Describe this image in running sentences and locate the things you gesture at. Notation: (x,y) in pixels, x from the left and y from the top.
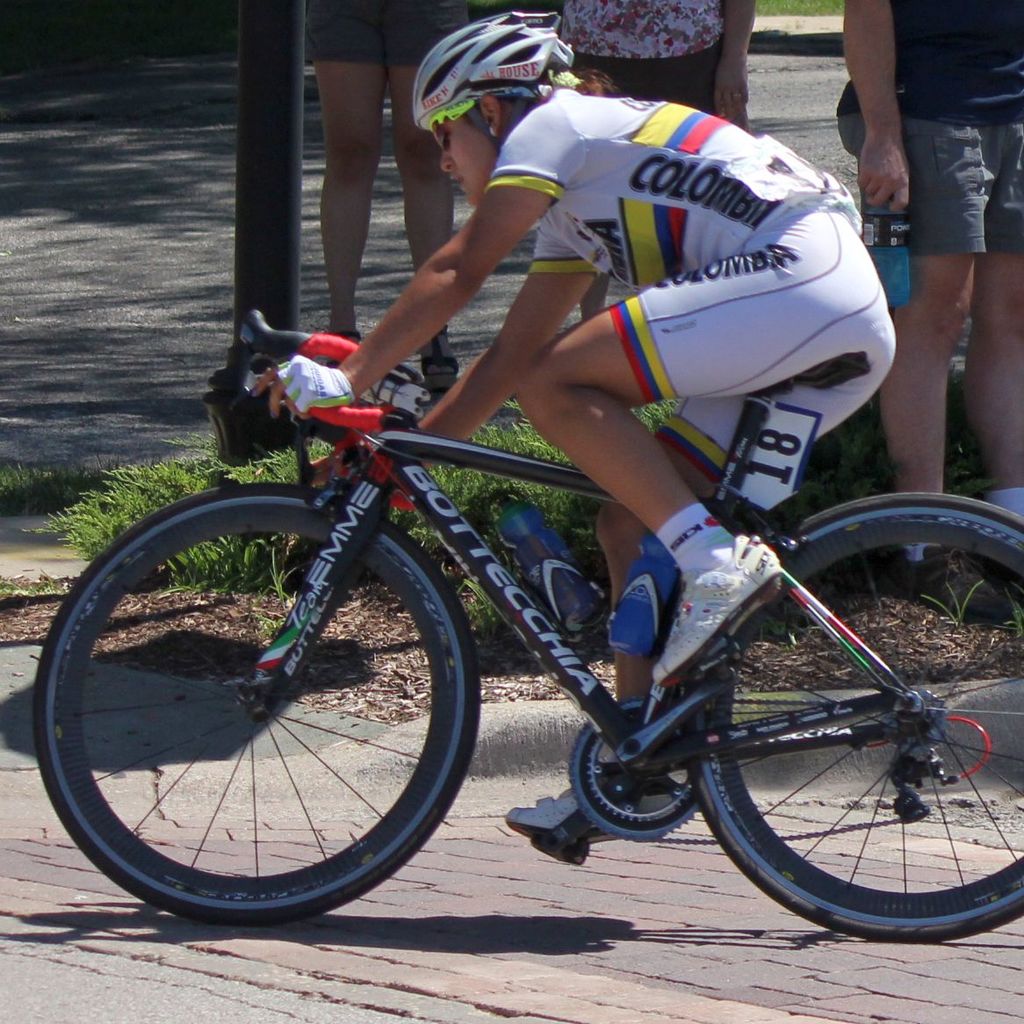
In this image I can see a person (733,233) riding on the bicycle (258,923) on the road (123,983) and she wearing a helmet (515,86) on her head (518,94) and back side of her there are the persons (624,41) standing on the grass (526,434).
